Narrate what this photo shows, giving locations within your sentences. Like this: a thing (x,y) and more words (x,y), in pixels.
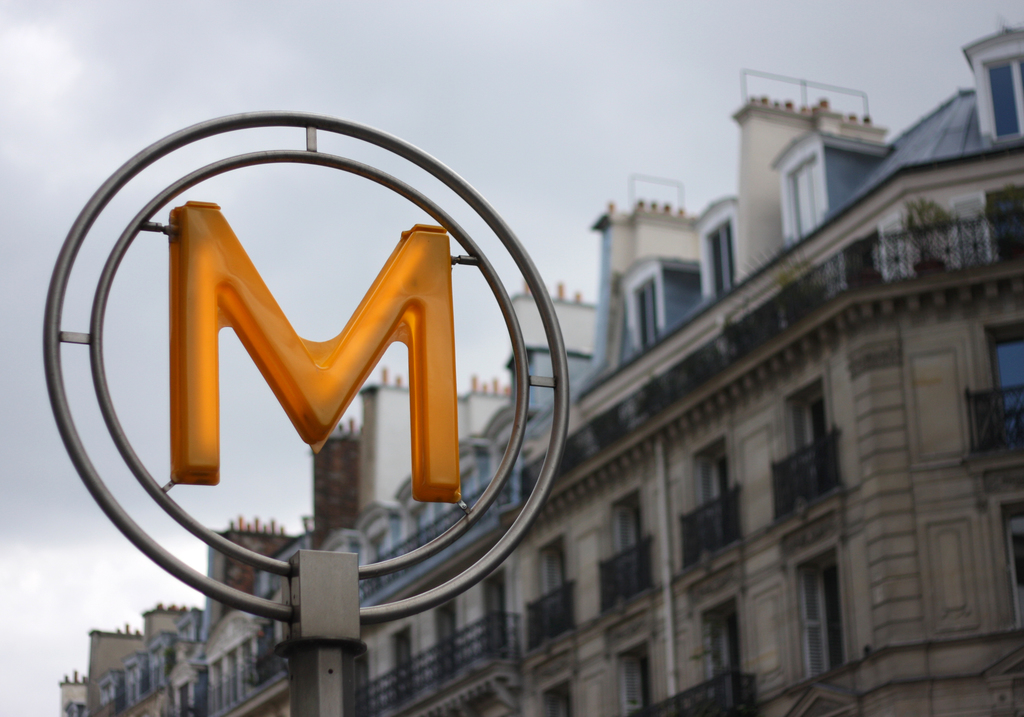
In this picture I can observe an alphabet (187,402) in the two rings (129,240). This alphabet (298,388) is in yellow color. In the background (525,619) there is a building (580,526) and sky (221,75).
